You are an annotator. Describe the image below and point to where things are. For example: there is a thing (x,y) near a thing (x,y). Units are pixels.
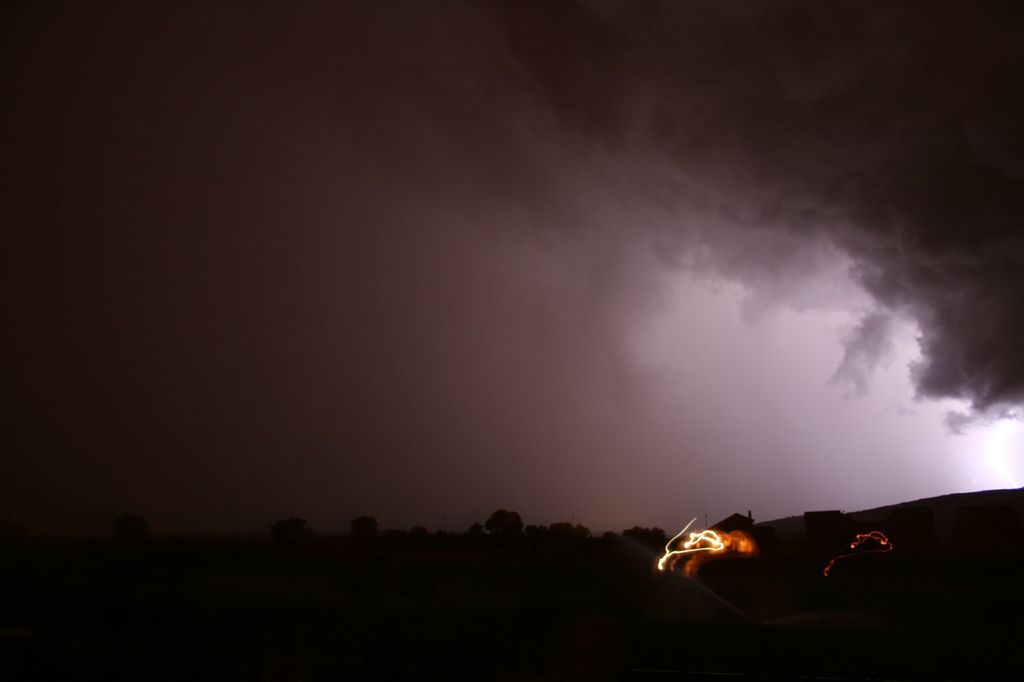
In this image we can see trees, houses (821,553), sky (806,418) and clouds (851,199).
